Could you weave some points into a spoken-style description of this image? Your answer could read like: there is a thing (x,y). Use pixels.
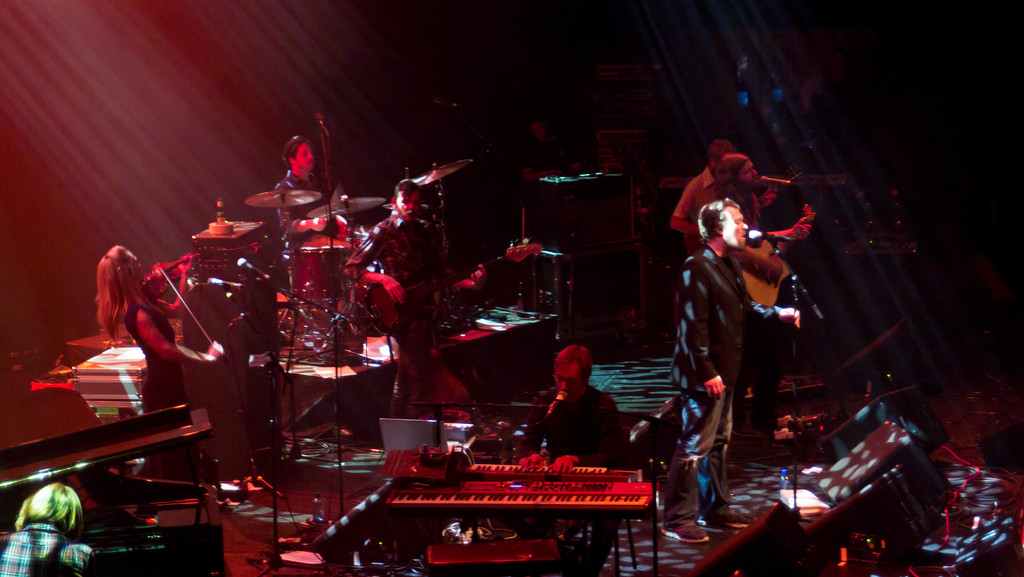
This is a stage (537,310). In this on the right side (722,218) some person (716,228) are standing. In front of them there are mic (760,243) and mic stands (781,251). A person (603,406) is sitting and he is playing keyboard (504,472). In the back (318,224) a person (304,173) is playing drums (311,249). On the left side (163,306) a lady (158,299) is playing violin (164,291). Also a person (365,275) is playing a guitar (387,306). In the front (859,408) there are some speakers (851,468).
